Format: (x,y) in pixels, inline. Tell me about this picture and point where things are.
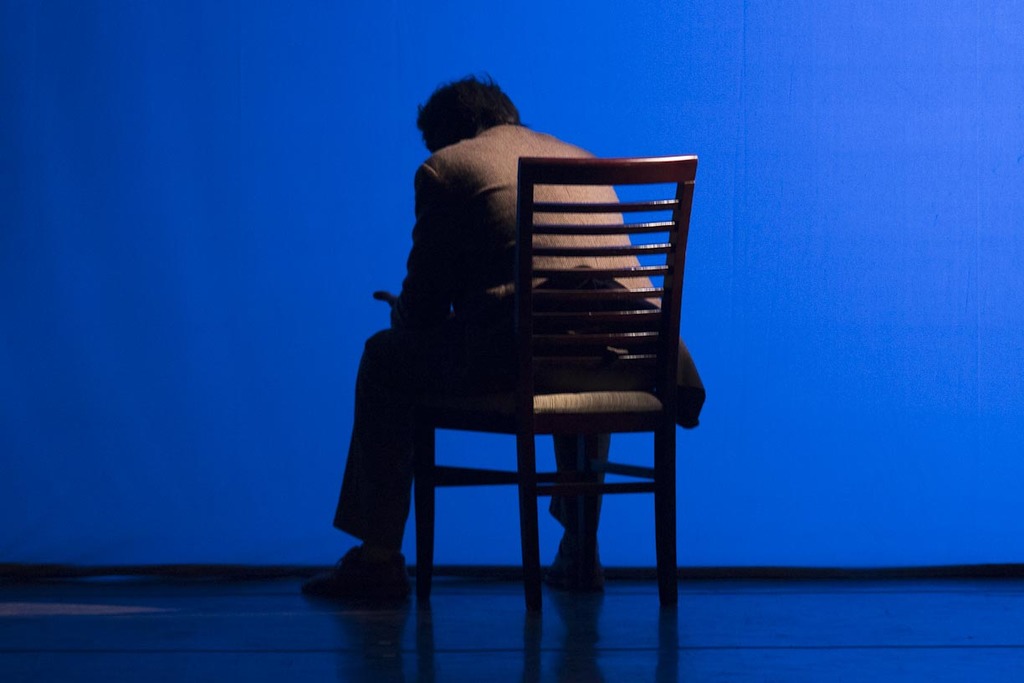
Background (14,104) portion of the picture is in blue color. In this picture we can see a man (589,366) sitting on a chair (578,272). At the bottom portion of the picture (619,643) we can see the platform (505,669).
